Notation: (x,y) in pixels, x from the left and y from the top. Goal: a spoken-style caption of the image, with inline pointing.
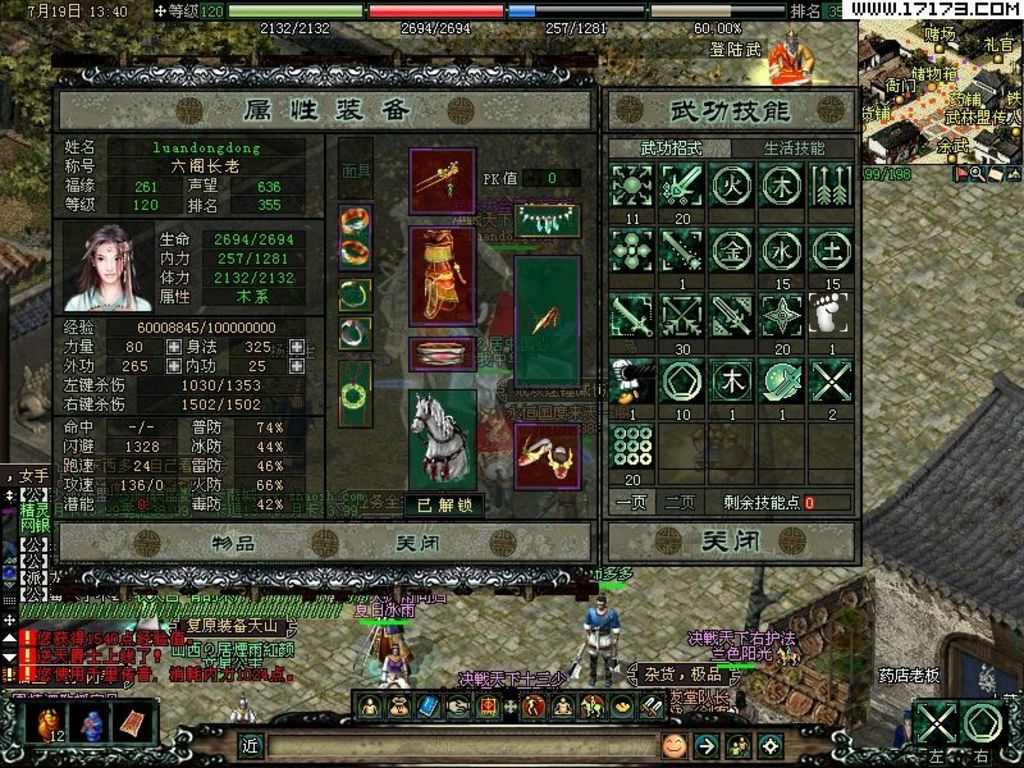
In this image, we can see an animated picture. Here we can see few figures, some text (423,539), icons (751,391), house (992,526), few people (604,657) in animation.
